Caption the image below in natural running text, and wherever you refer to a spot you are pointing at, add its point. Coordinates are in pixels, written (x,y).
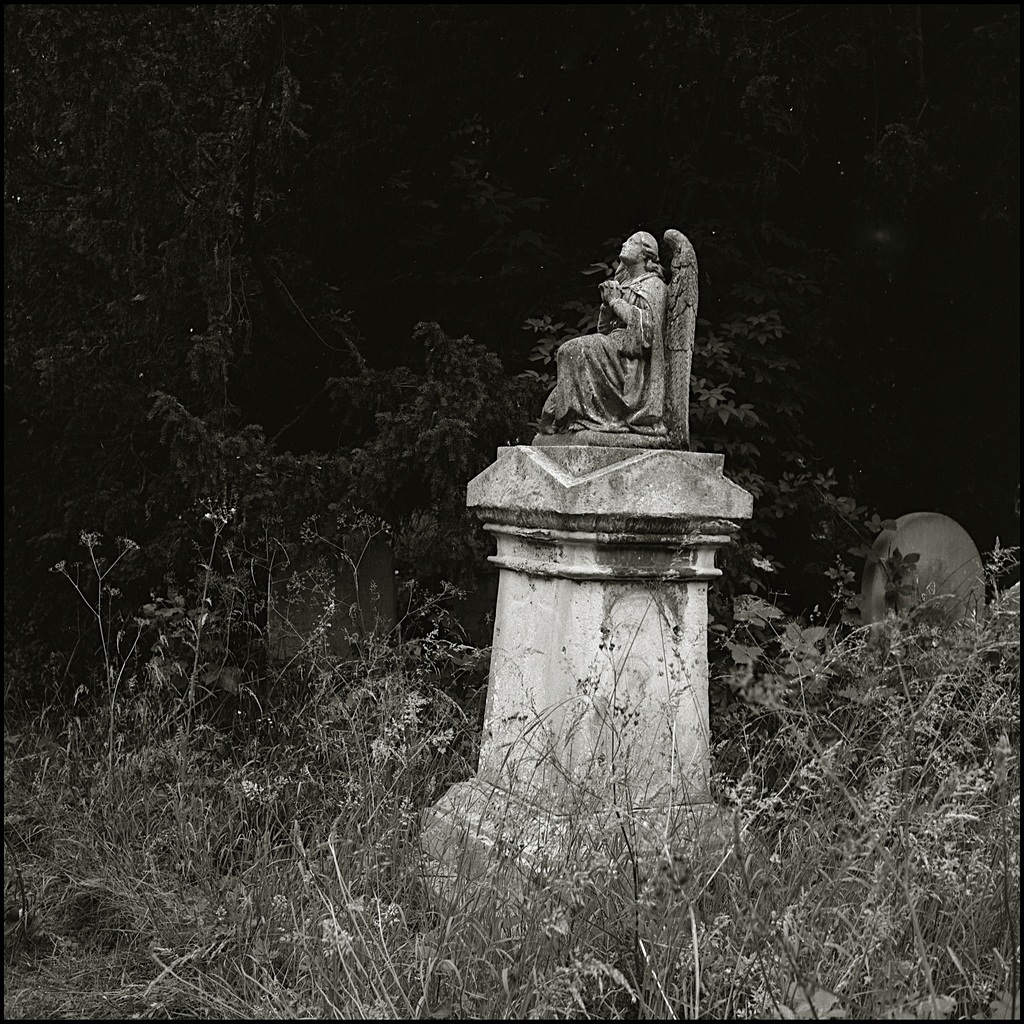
In the picture there is a statue (661,308), there are trees (467,239), there is grass (322,662).
